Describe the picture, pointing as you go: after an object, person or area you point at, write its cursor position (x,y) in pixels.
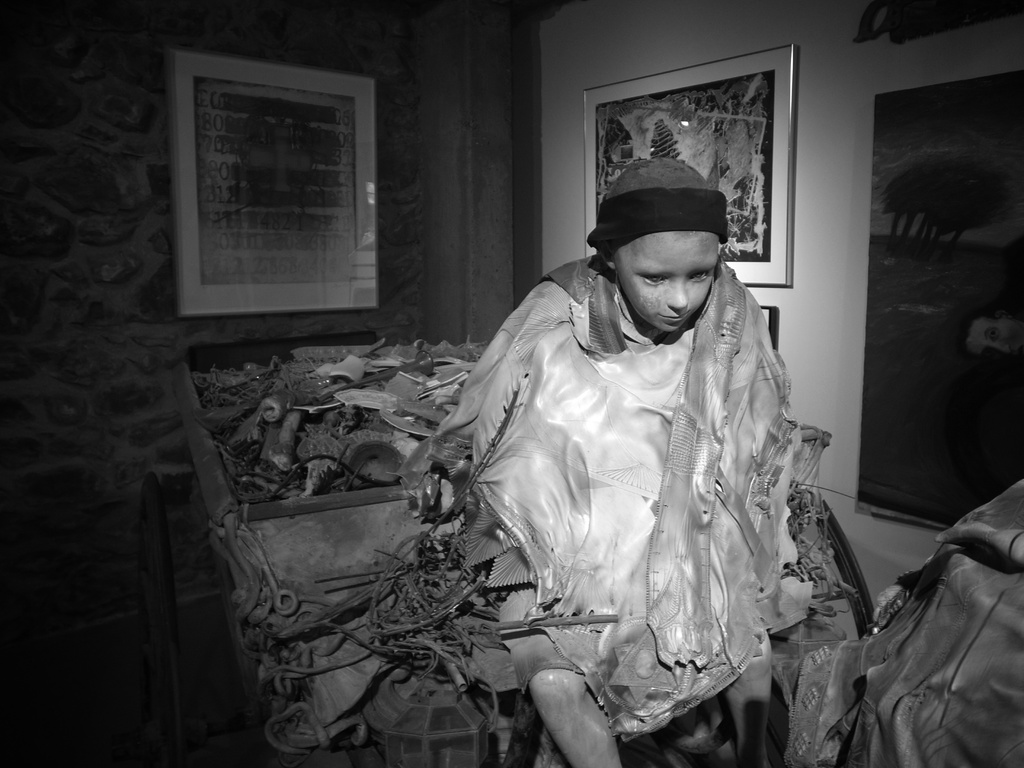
This picture shows a boy (687,526), he wore a cap (599,220) on his head (686,268) and we see couple of photo frames (921,194) on the wall (869,106).
